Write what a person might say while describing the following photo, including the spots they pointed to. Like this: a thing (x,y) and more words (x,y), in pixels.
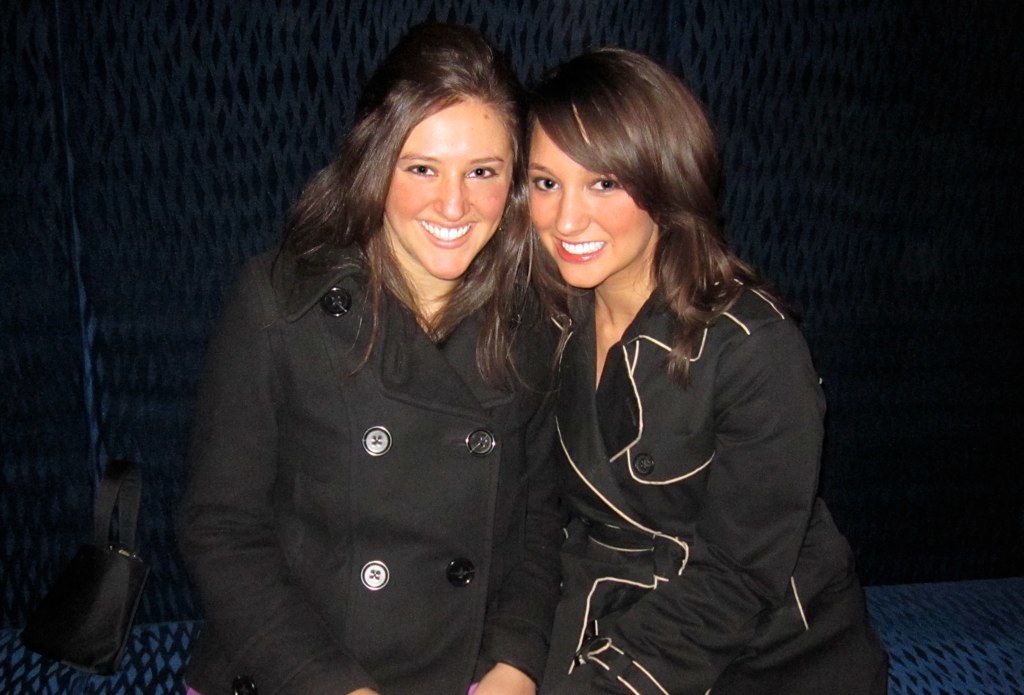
In this image we can see two women (507,397) sitting on the surface (913,645). In the background (865,201), we can see a bag (70,581) and the wall (196,127).
